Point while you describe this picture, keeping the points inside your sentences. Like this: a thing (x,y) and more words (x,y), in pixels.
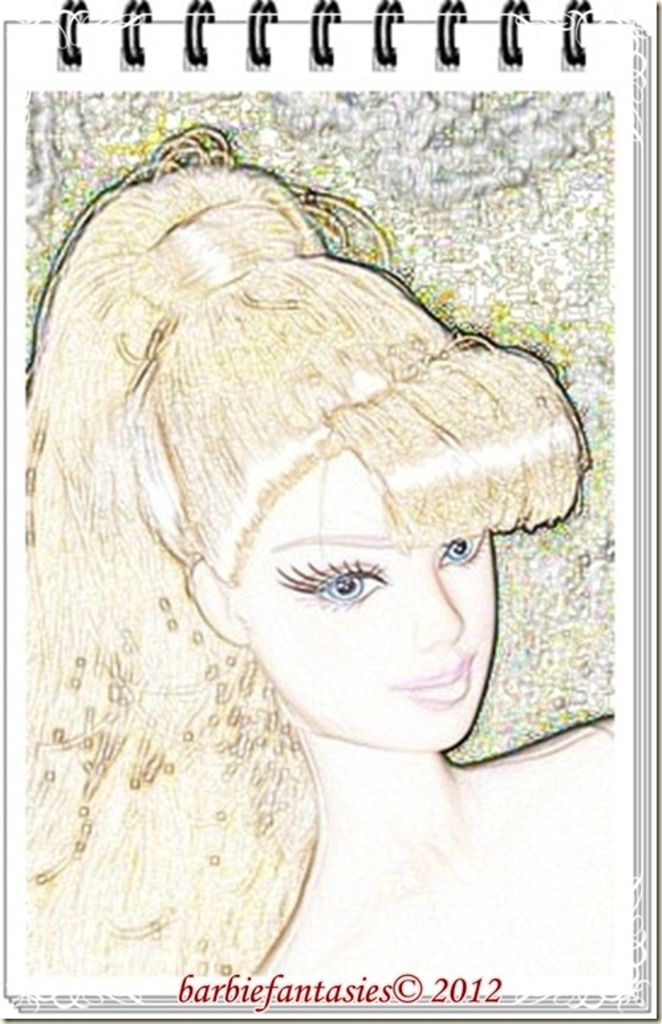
In this image I can see a sketch (321,898). And the sketch (348,829) is of, a doll (200,578) on the paper (616,967) of a notepad (359,431). Also there is a watermark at the bottom of the image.
